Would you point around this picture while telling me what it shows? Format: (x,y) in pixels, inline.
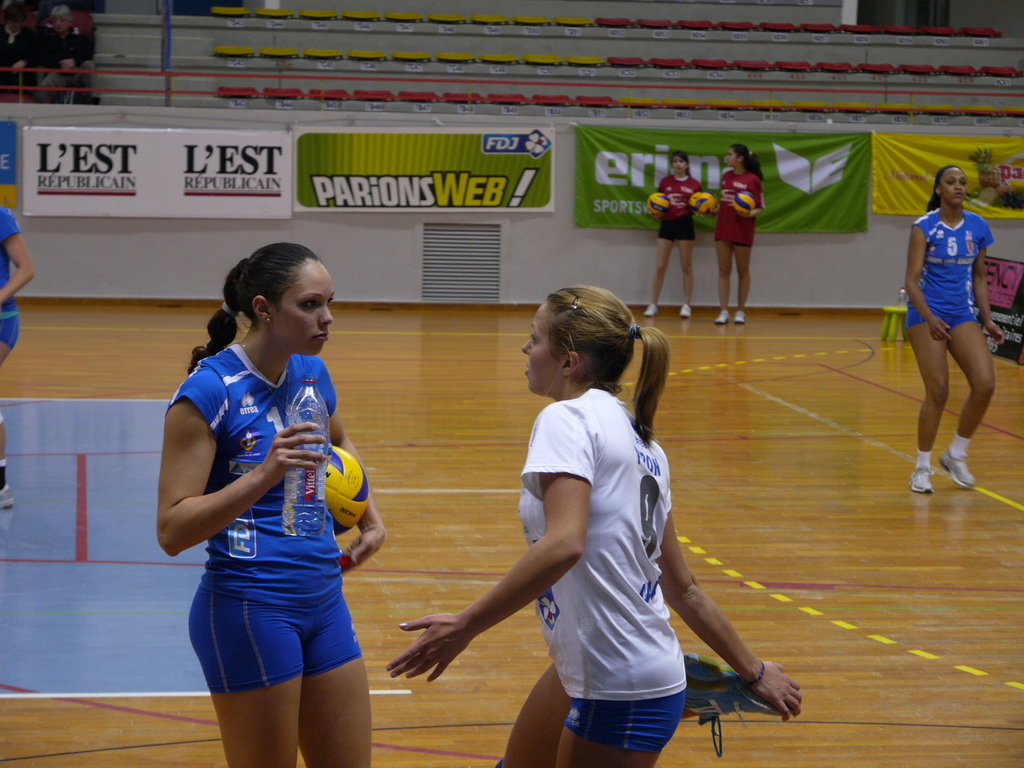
In this picture we can see some people (678,580) standing here, a woman (322,569) on the left (311,560) is holding a ball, we can see hoardings (461,147) and banners (944,149) in the background (437,181).
